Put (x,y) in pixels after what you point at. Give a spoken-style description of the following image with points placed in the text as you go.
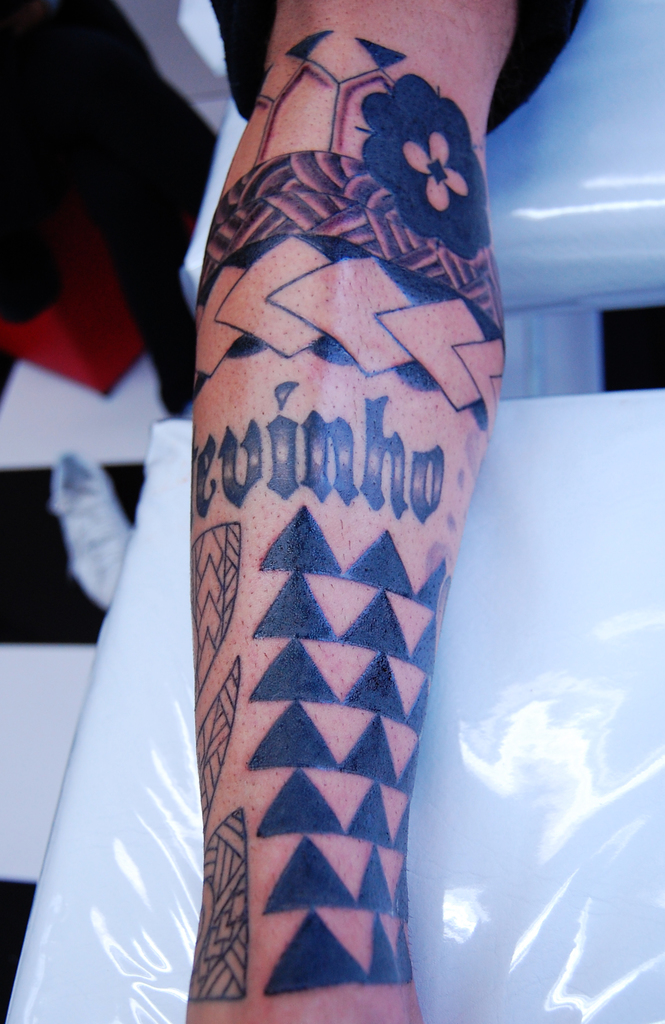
In this image I can see a person hand (431,251), on the hand (408,263) I can see a tattoo (420,257) and the hand (359,570) is on some white color surface (505,750).
